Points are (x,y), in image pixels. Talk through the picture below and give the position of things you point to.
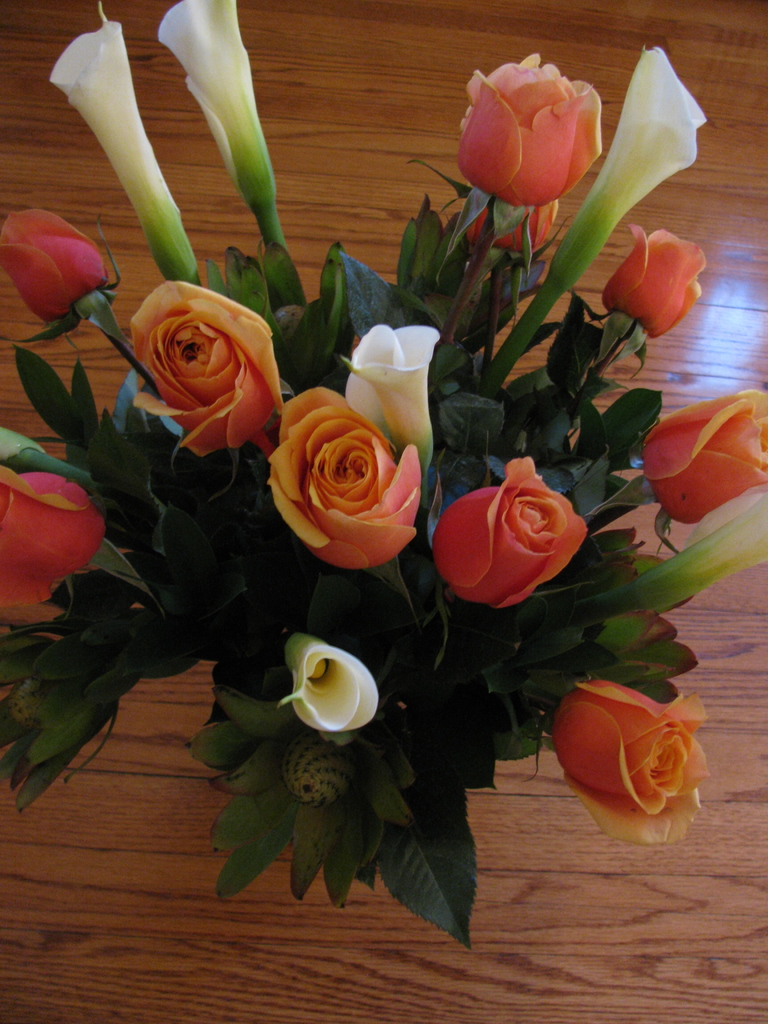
In this image we can see the flowers (363,450) and also the leaves (446,714). In the background (458,62), we can see the wooden surface (172,840).
